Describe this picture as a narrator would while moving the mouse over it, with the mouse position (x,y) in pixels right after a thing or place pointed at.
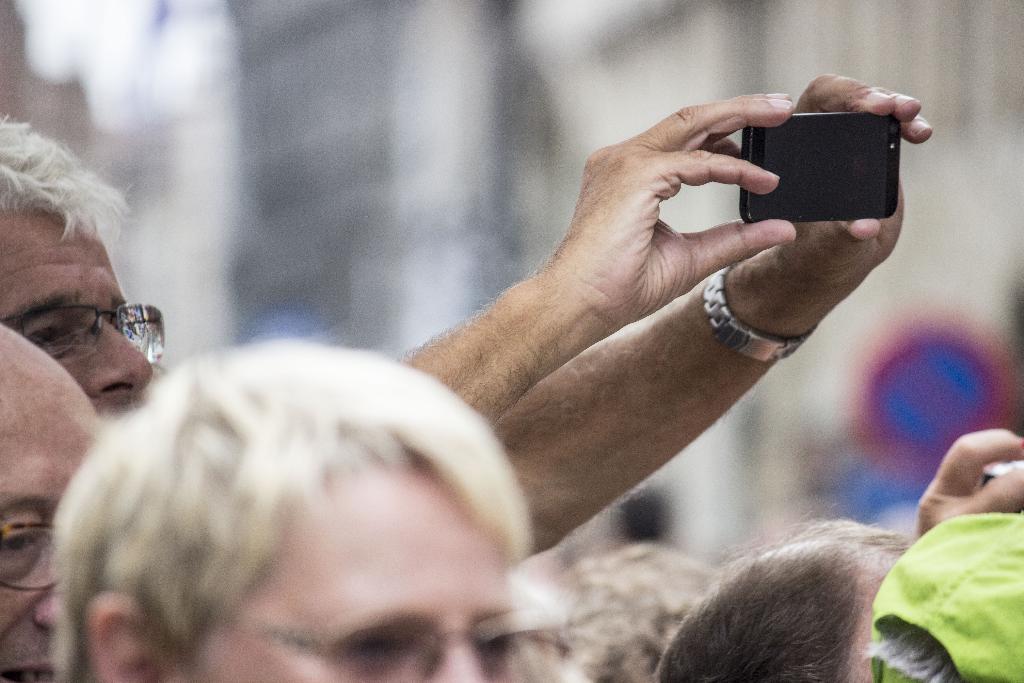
There is a old man (87,286) holding a phone (806,176) in his hands (754,167), taking a picture with it. He's wearing a watch (778,345) and there are some people (397,550) in the picture.
